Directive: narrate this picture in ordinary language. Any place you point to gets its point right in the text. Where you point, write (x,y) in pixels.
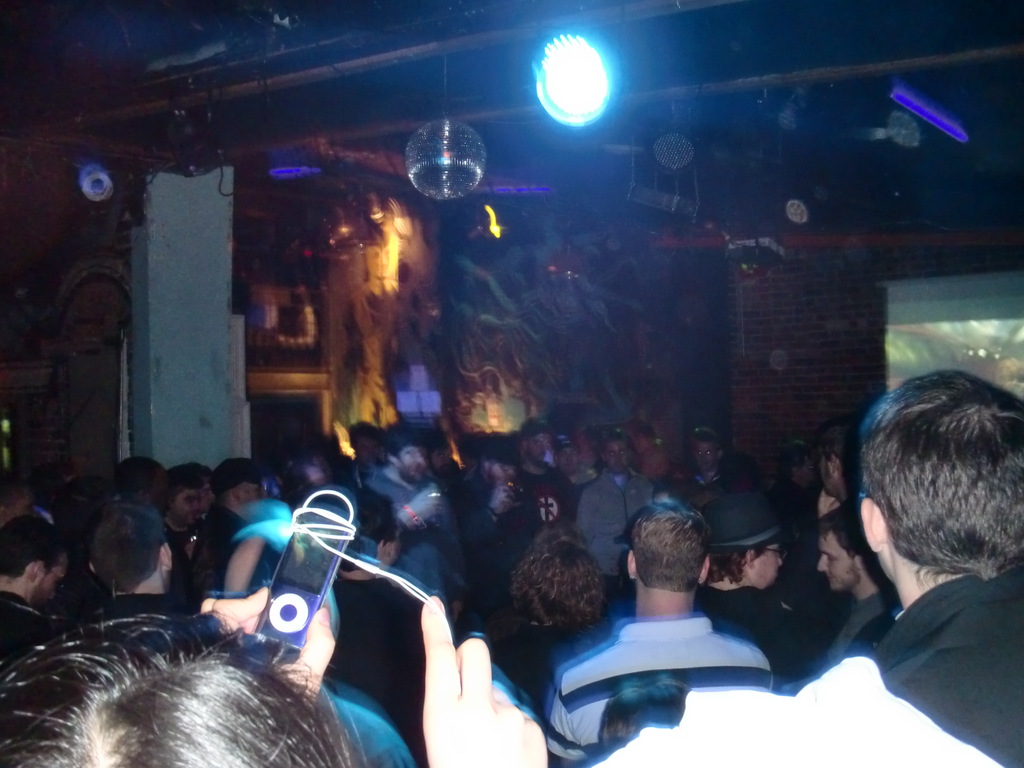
This image consists of so many persons (481,669). There is an iPod (307,535) in the middle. There are lights (542,60) at the top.
